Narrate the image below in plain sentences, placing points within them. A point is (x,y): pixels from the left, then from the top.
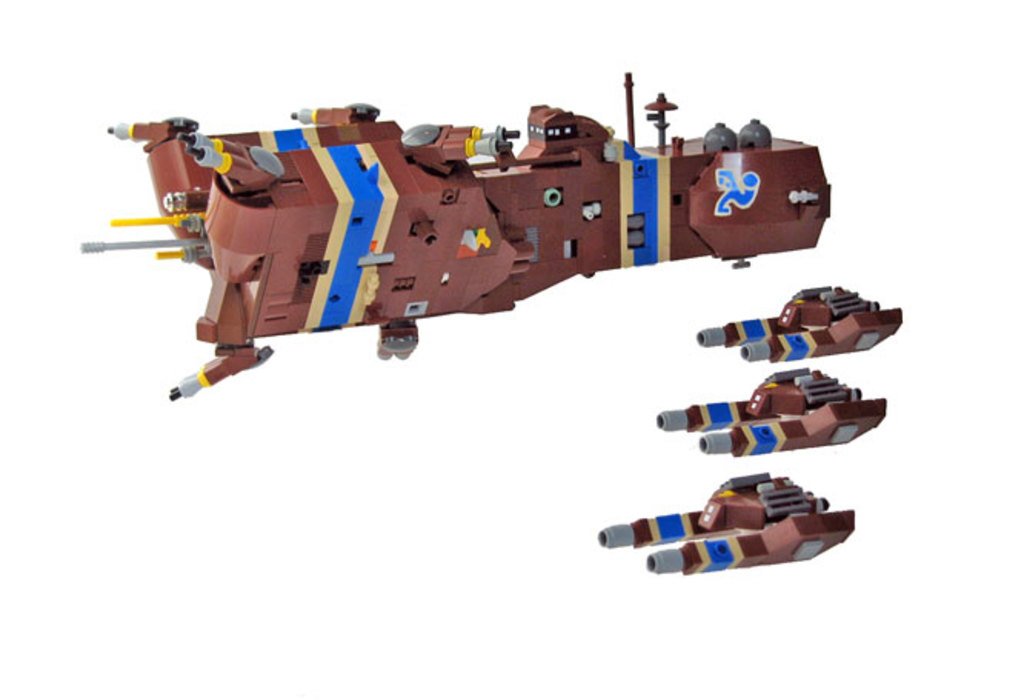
In this picture I can see few toy spaceships (409,269) and a white color background (941,112).
